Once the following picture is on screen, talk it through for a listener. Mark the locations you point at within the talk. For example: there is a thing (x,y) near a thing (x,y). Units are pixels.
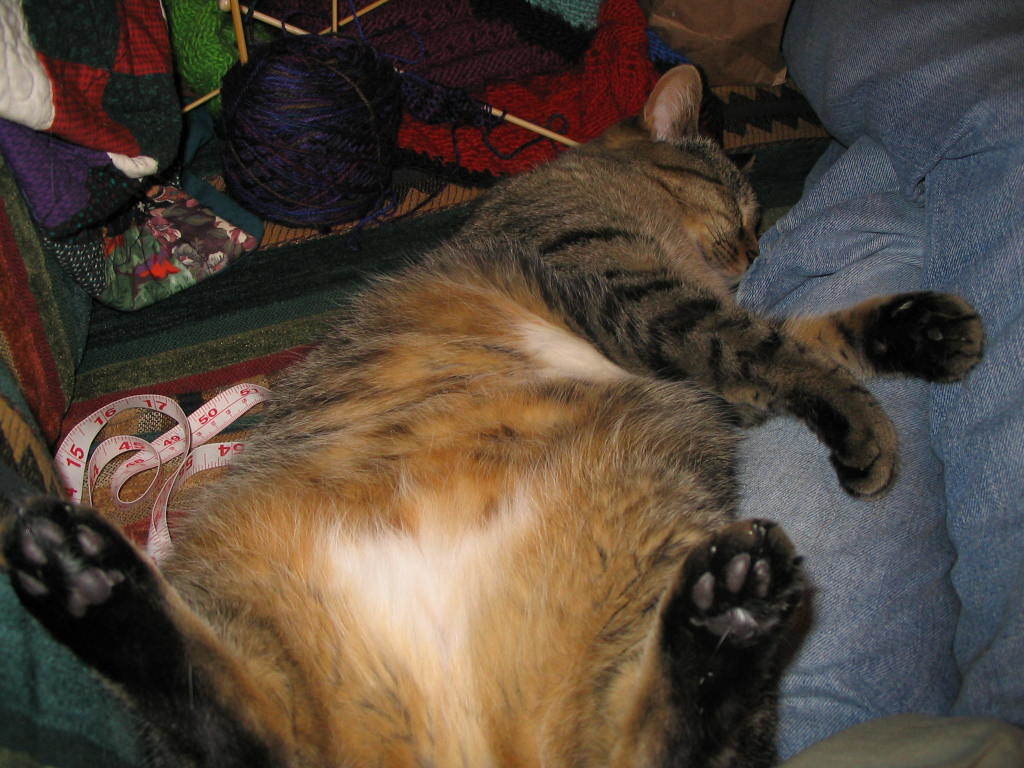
In this picture, there is a cat (388,408) and beside the cat (369,487), we see a measuring tape (111,449) and a blue color yarn ball (319,176). On the right corner of the picture (831,225), we see the legs (945,523) of the human (867,550) wearing a blue color pant (829,556). In the background (568,124), we see a red color cloth (629,68). This picture is clicked inside the room (469,367).
